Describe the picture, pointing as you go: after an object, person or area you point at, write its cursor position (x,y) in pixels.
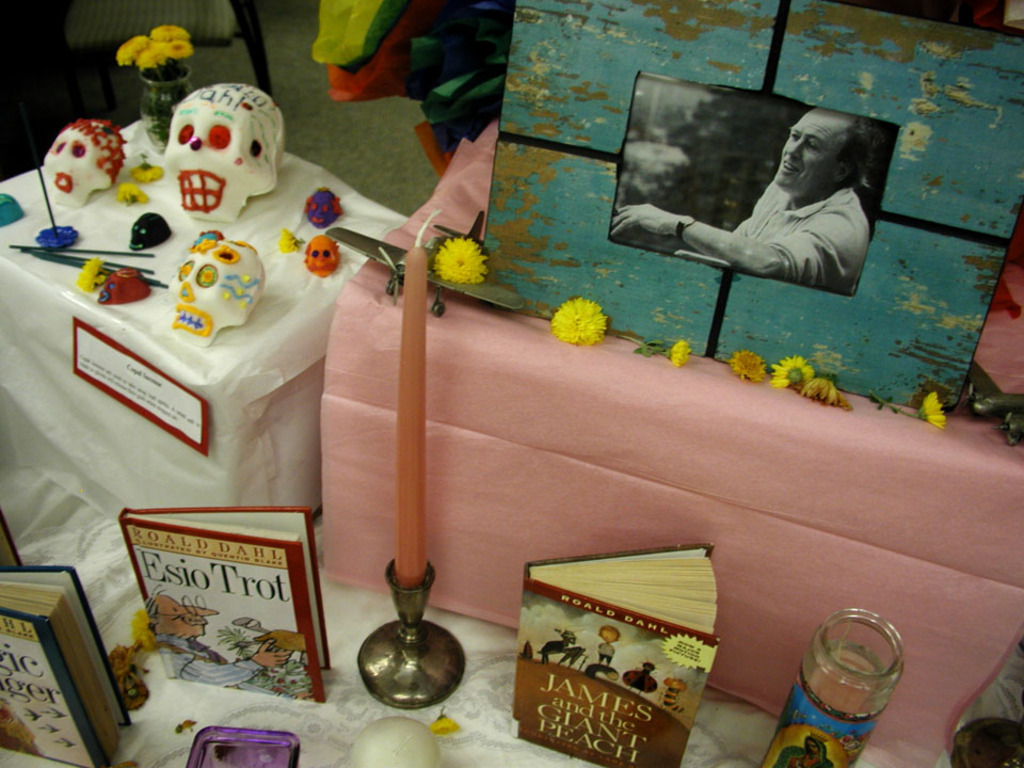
This image consists of a book (243,547), candle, candle holder (419,618), bottle (851,703), toy skulls (209,202), flowers (599,336) and a picture frame (784,203) and a flower vase (163,77) with flowers (158,39).
